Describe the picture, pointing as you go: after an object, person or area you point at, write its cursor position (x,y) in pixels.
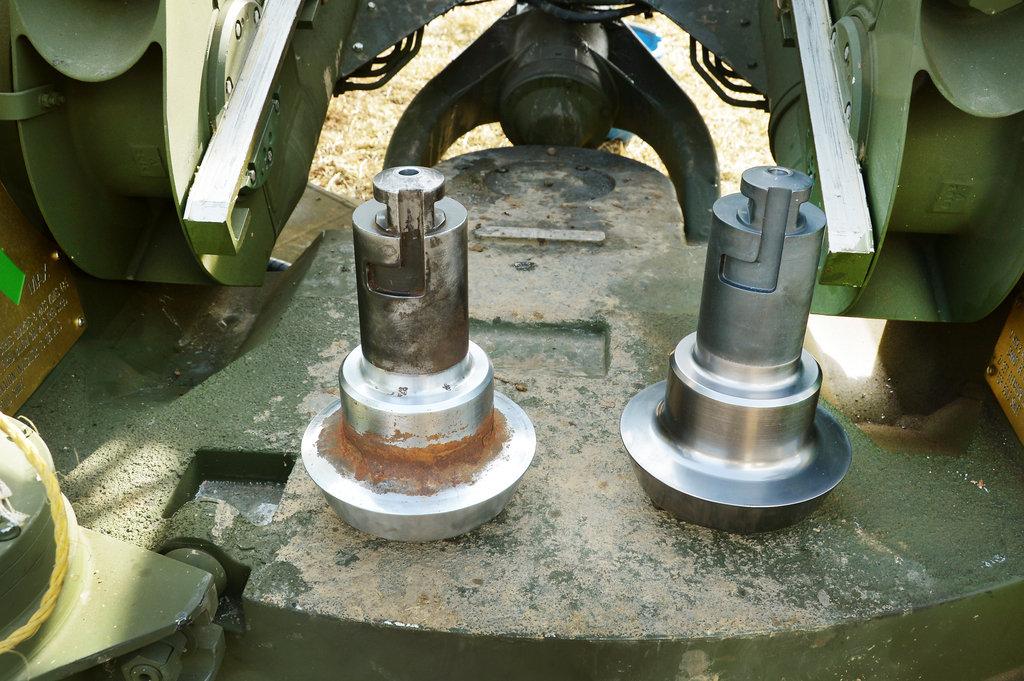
In this picture it looks like a machine (530,579) and its parts (331,485) kept on the ground (376,98).
